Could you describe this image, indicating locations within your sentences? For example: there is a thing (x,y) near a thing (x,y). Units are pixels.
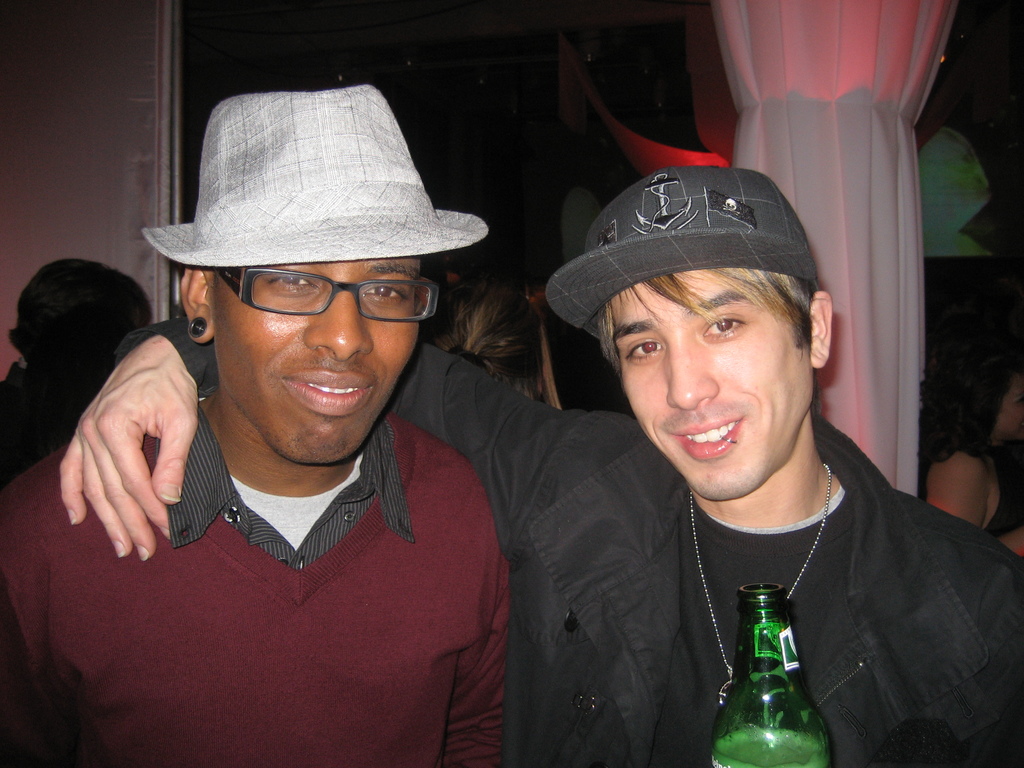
This Picture describe a inside view of the room (878,185) in which two boys (429,518) are standing and giving the pose in the camera, On the right side (757,364) we can see a boy (652,517) wearing black jacket (606,571) and cap (754,237) on the head (707,202), Holding the green bottle (747,680) in his hand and smiling in the camera, Beside him another boy (255,502) wearing red sweatshirt (363,631) and a grey hat (427,244) is smiling in the camera. Behind we can see a woman (504,330) standing, white curtain (846,215) and a glass window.
